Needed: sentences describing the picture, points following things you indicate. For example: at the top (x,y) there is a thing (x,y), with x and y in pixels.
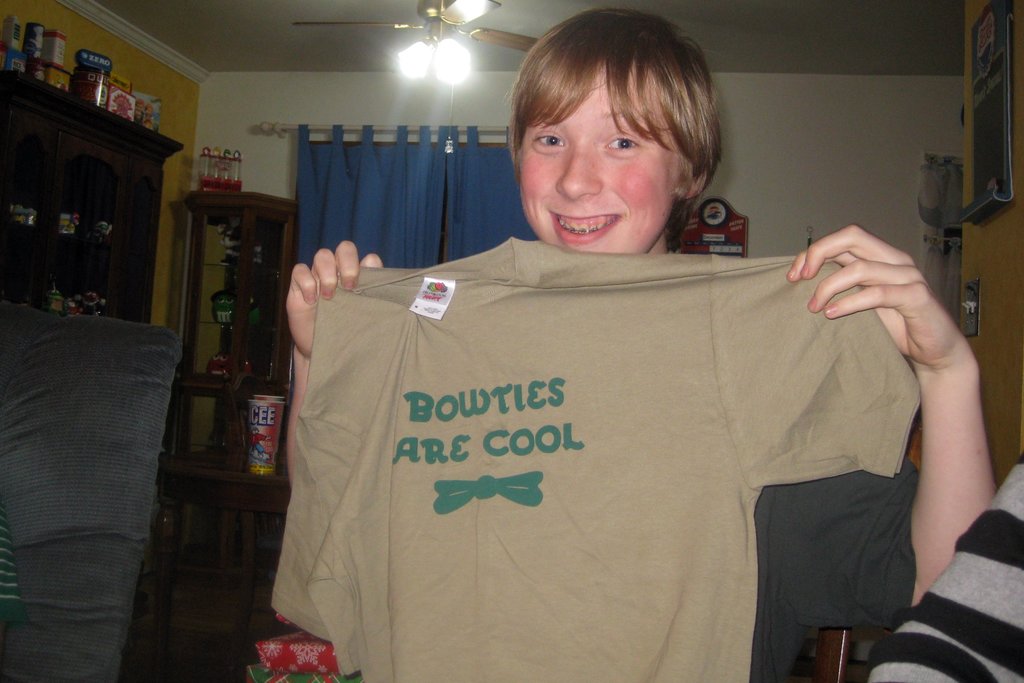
In this image we can see a person (820,510) sitting on the chair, he is holding a t-shirt (671,430) with text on it, there are some toys (231,249), objects (229,236) in the cupboards (137,254), there is a glass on the table (226,507), there are boxes (61,40) on the cupboard (97,123), there are objects (978,207) on the wall (977,270), there is a curtain (521,228), also we can see the ceiling fan (443,33), and lights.
